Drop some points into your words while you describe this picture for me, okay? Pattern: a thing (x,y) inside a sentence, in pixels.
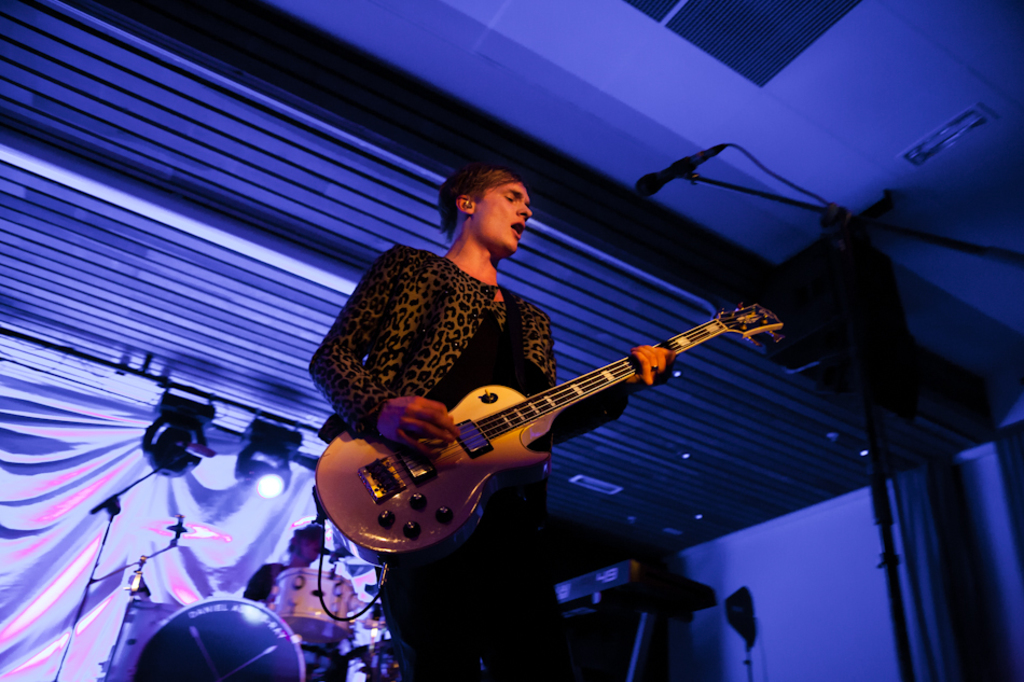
In the image we can see there is a man (478,260) who is holding a guitar (461,432) in his hand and at the back (303,540) there is a man (266,594) who is playing a drum set (300,617).
